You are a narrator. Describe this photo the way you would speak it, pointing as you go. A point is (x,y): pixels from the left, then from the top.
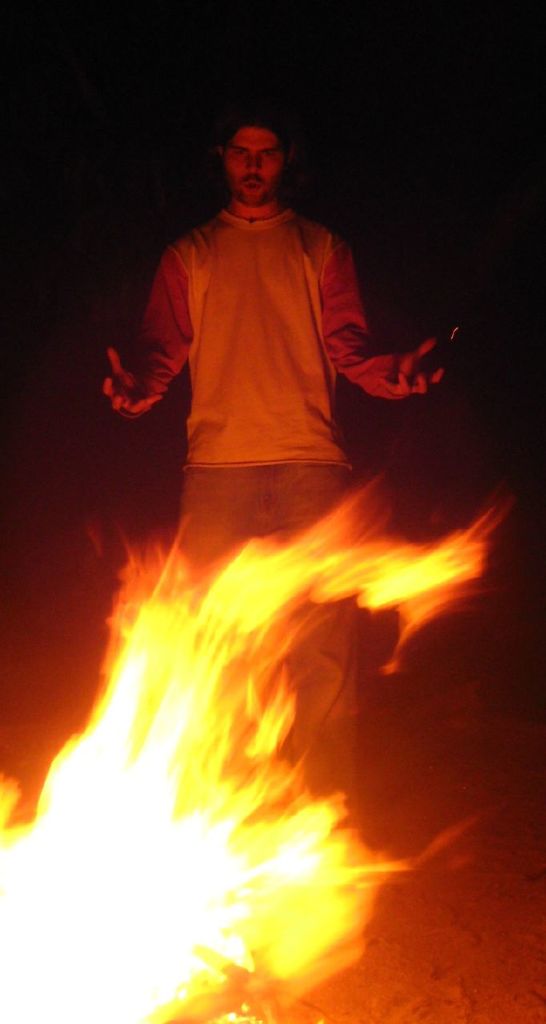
In the image we can see a man (235,360) standing, wearing clothes (287,445), this is a sand (452,951) and fire (158,802).
